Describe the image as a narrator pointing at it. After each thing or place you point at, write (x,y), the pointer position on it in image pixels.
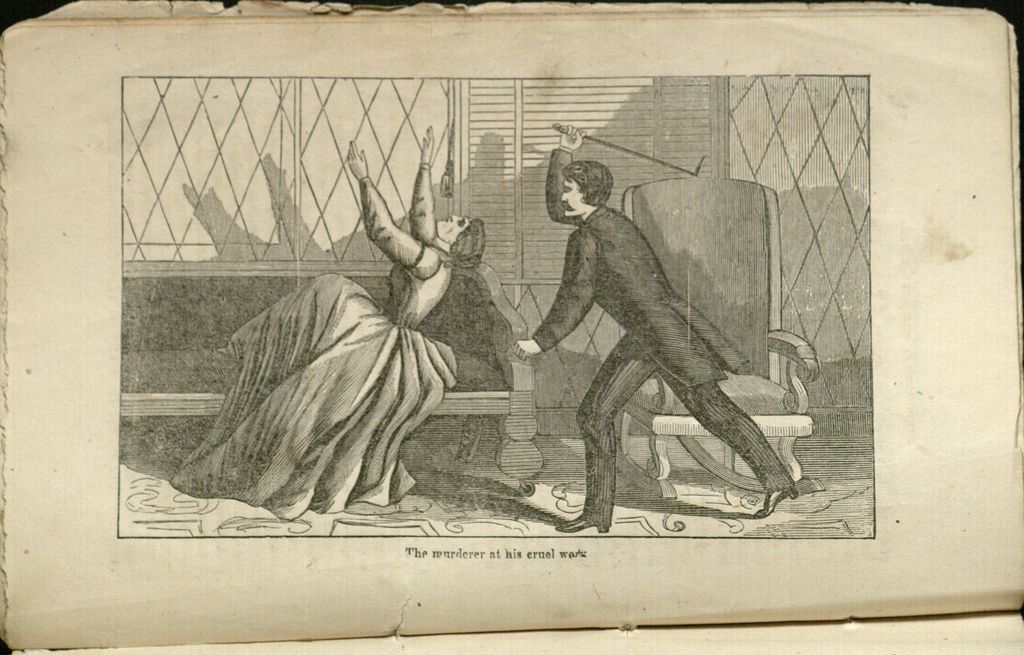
It is a zoom in picture of a paper (414,360) present in the book (529,547). And on the paper (621,426) there is a drawing (559,382). There is a man (590,238) holding an object (609,144) and also a woman (347,387) lying on the sofa (148,365). There is a text (515,558) under the drawing (359,348).
